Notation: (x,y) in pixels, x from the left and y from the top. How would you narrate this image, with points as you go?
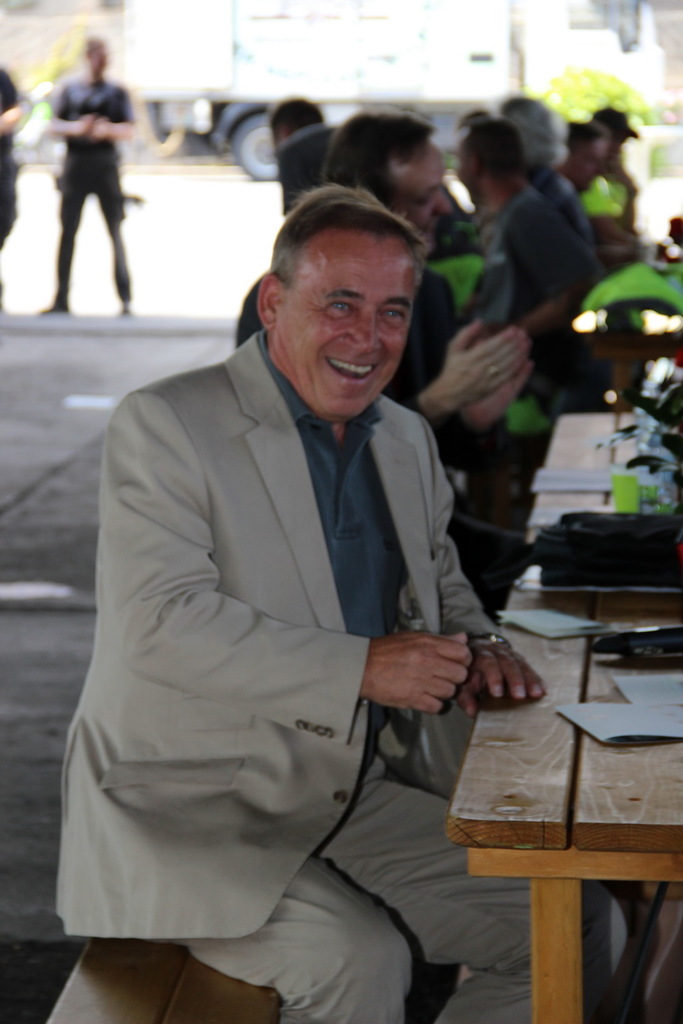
On the background (427,91) we can see a vehicle (561,53) and plants (614,103). Here we can see persons (72,166) standing. We can see all the persons (385,354) sitting on benches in front of a table (493,742) and on the table (592,737) we can see papers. This man (353,423) is smiling.
